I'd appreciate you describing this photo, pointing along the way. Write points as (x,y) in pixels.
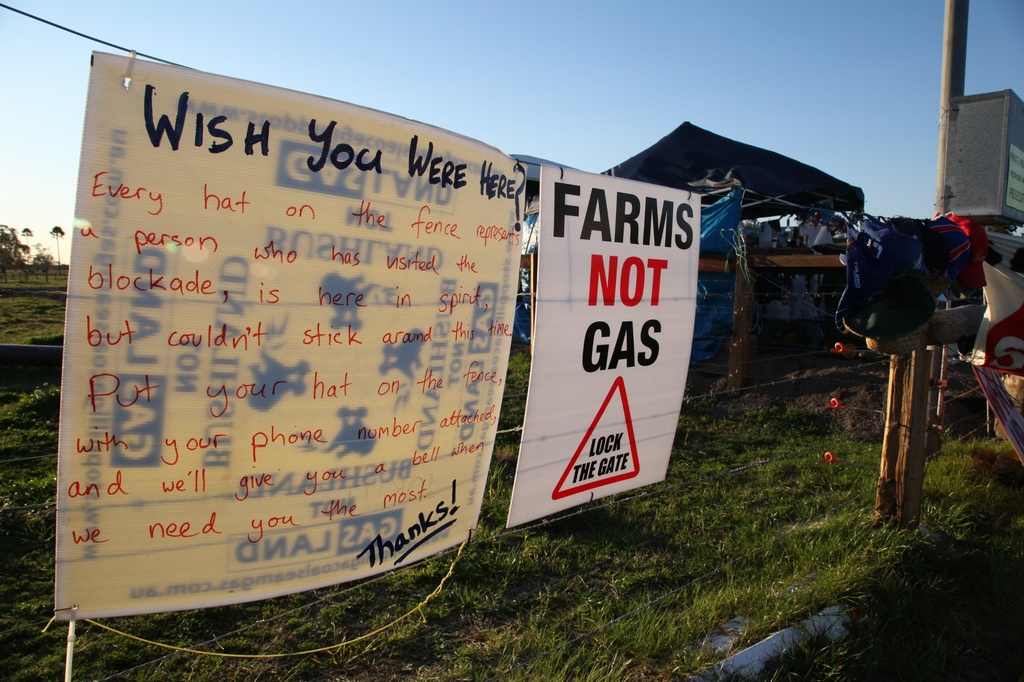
In this picture i can see the posters (450,360), cloth (1007,403) and bag (941,246) which are hanging on this steel wire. At the bottom (555,608) i can see the grass (842,562). On the right (945,136) i can see the shade (712,301), wall (954,186) and pole (945,198). At the top (657,29) there is a sky (678,16). On the left (47,319) background (3,231) i can see the farmland (57,309), trees (41,244), plants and grass (40,336).
